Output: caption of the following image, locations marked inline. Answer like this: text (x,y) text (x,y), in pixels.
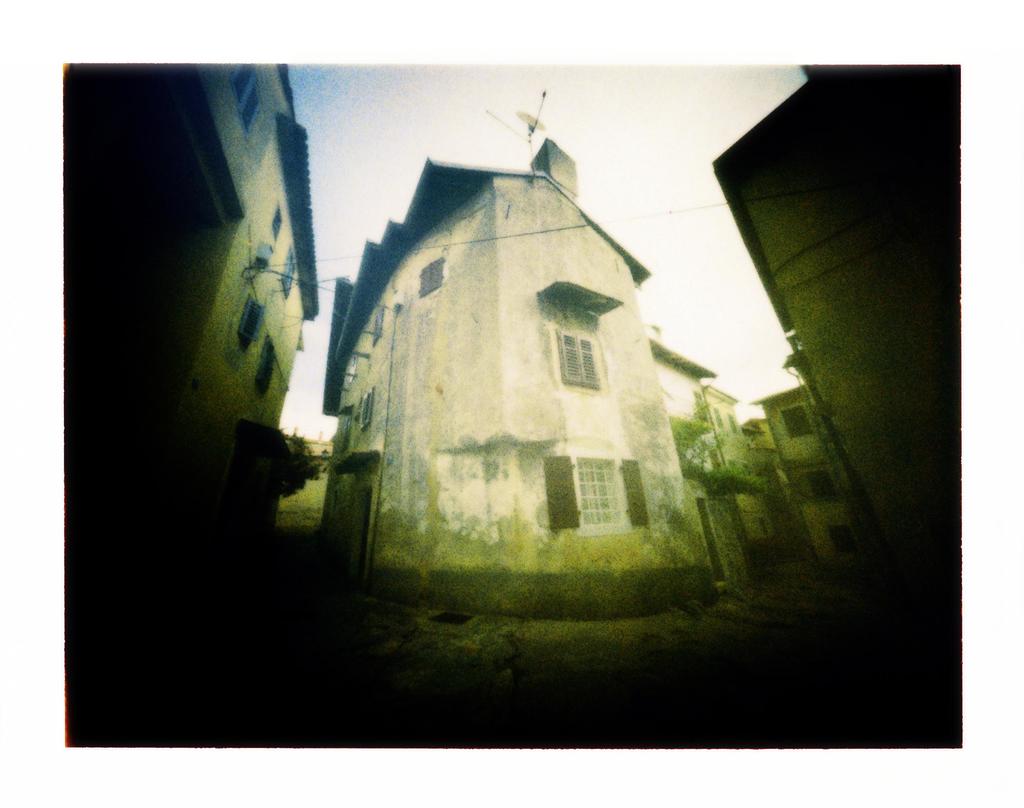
In this picture there is a small white color house (599,502) in the middle of the image (564,416). On both the side there are more houses (837,352).
